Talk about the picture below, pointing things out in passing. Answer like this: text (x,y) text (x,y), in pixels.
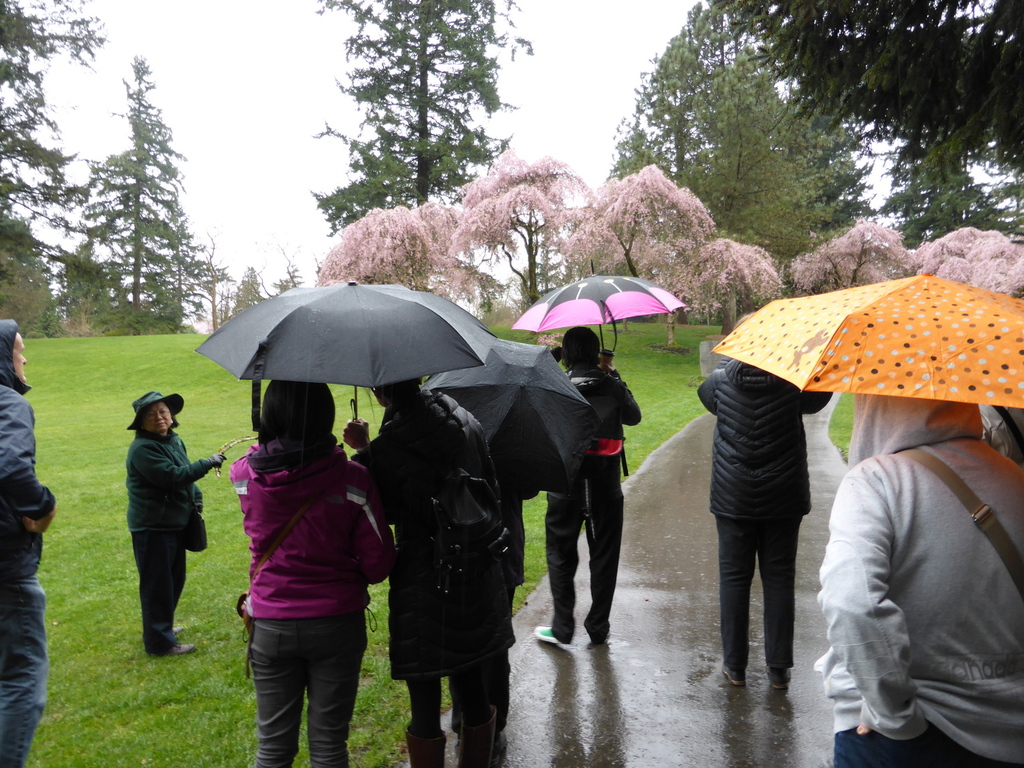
In this image there are a few people (491,576) standing on the road (660,594) and they are holding an umbrella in their hands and few (3,533) are standing on the surface of the grass (230,588). In the background (599,233) there are trees (449,229) and the sky (365,111).
